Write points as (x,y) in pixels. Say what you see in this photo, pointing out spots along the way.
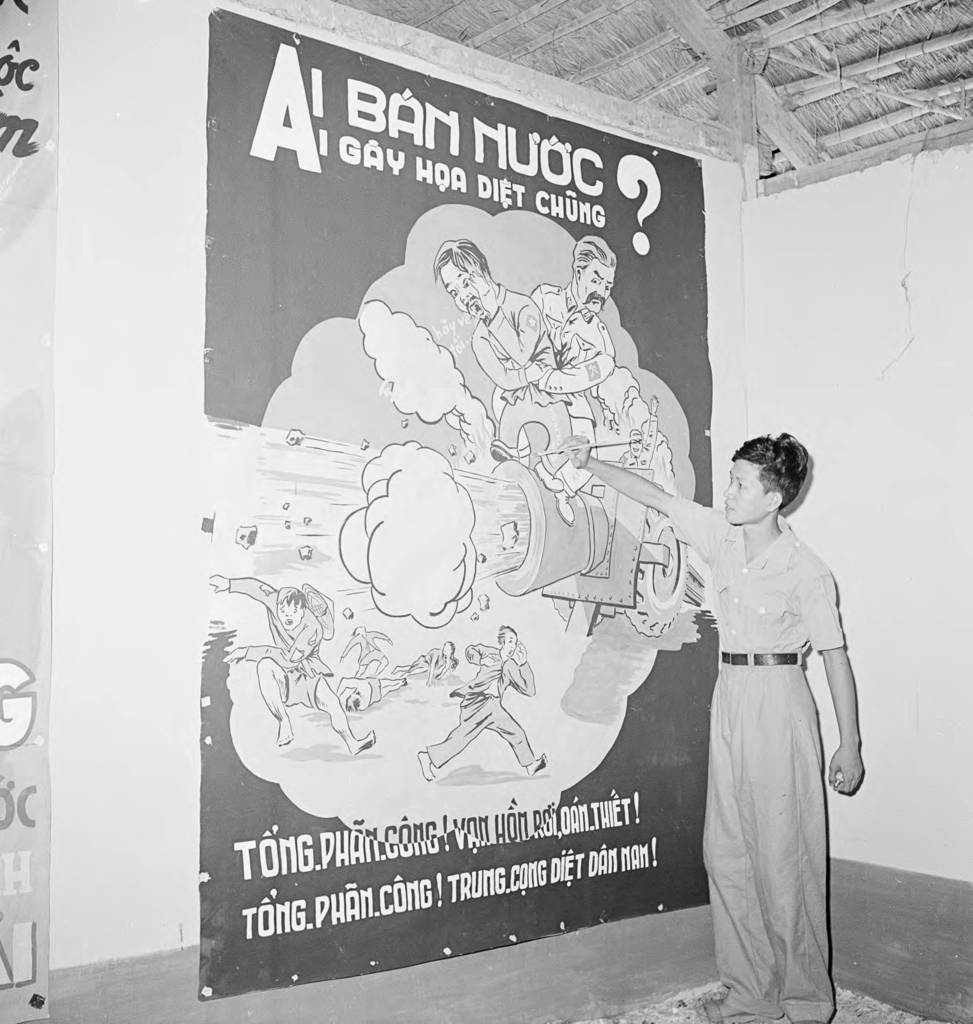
There is a person (750,691) standing on the floor (652,1020). Here we can see posters (421,875) and wall (805,431). On this poster (430,854) we can see cartoon images (554,645) and text (297,928) written on it.
